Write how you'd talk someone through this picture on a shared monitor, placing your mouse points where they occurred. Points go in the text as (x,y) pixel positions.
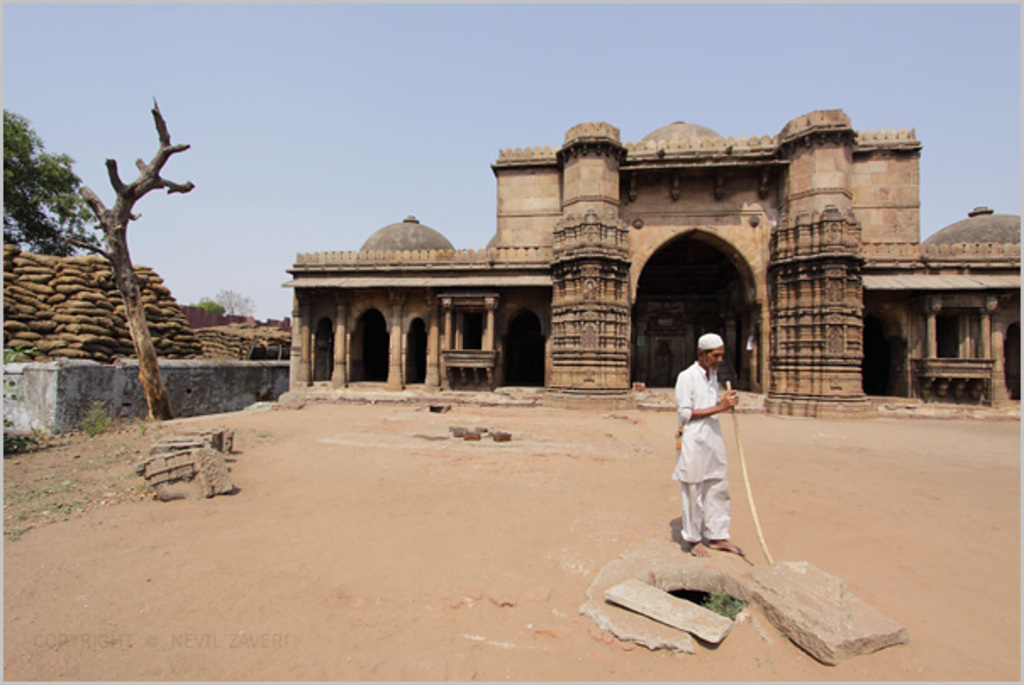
In this image I can see the person (700,522) standing and holding the stick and the person (712,513) is wearing white color dress (682,483). Background (602,273) I can see the building (475,296) in brown color, I can also see few objects (66,282) in brown color, trees (27,142) in green color and the sky (374,141) is in blue color.
